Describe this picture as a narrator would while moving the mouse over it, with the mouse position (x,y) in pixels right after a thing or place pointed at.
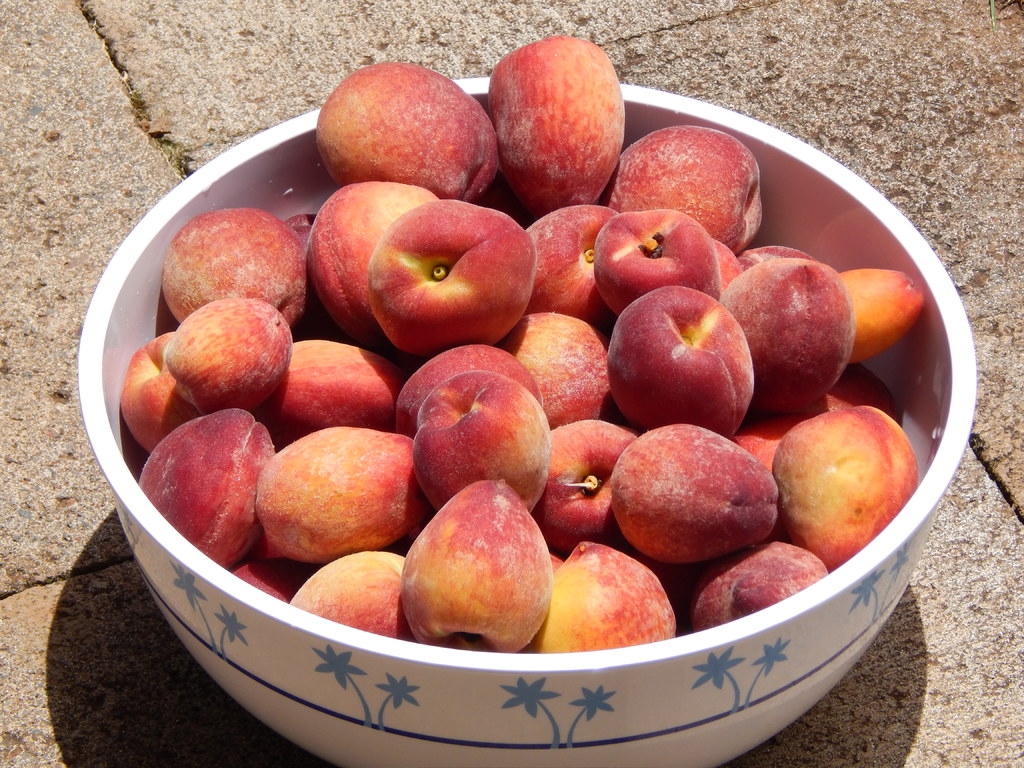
In this image I can see there are red color peaches (583,392) in a white color bowl (377,668).
